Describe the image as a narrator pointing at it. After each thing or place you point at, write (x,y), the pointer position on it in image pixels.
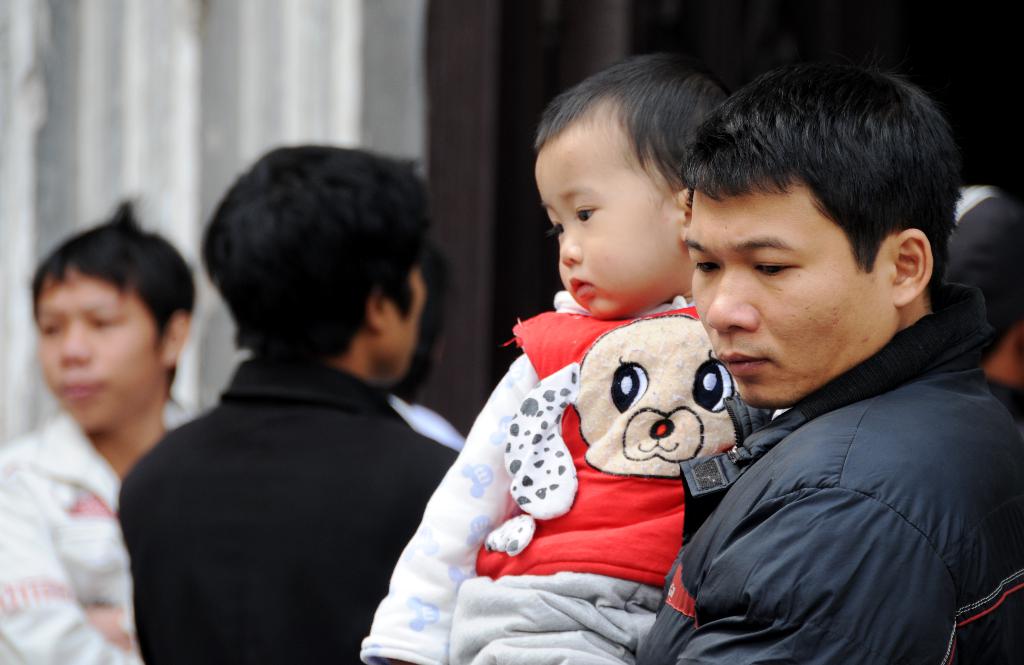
In front of the picture, we see the man (899,431) is carrying a boy (643,409) who is wearing the red jacket (596,536). Behind them, we see many people (241,472) are standing. In the background (360,109), we see a wall (236,115) in white and brown color.
